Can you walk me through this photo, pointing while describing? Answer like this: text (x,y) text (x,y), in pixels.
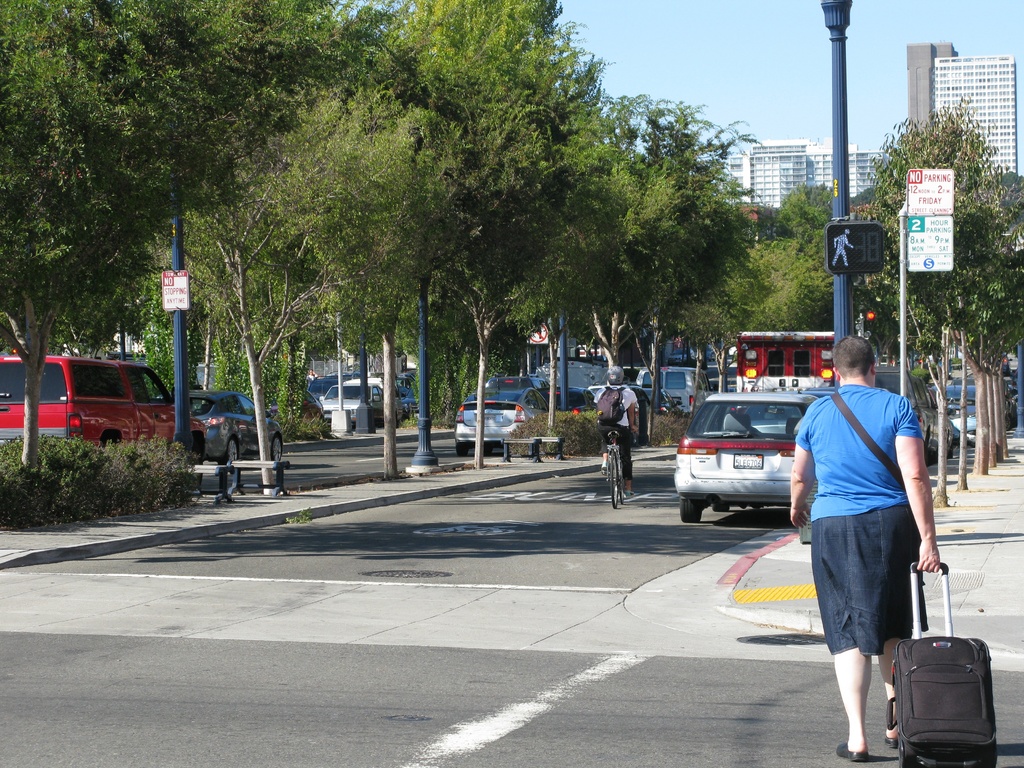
In this image I can see the road (468,671), few vehicles (716,417) on the road (544,696), a person (814,536) standing, the sidewalk (1008,558), few poles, few boards (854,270) and few trees (303,145) which are green in color. In the background (962,94) I can see few buildings (788,163) and the sky (750,63).
